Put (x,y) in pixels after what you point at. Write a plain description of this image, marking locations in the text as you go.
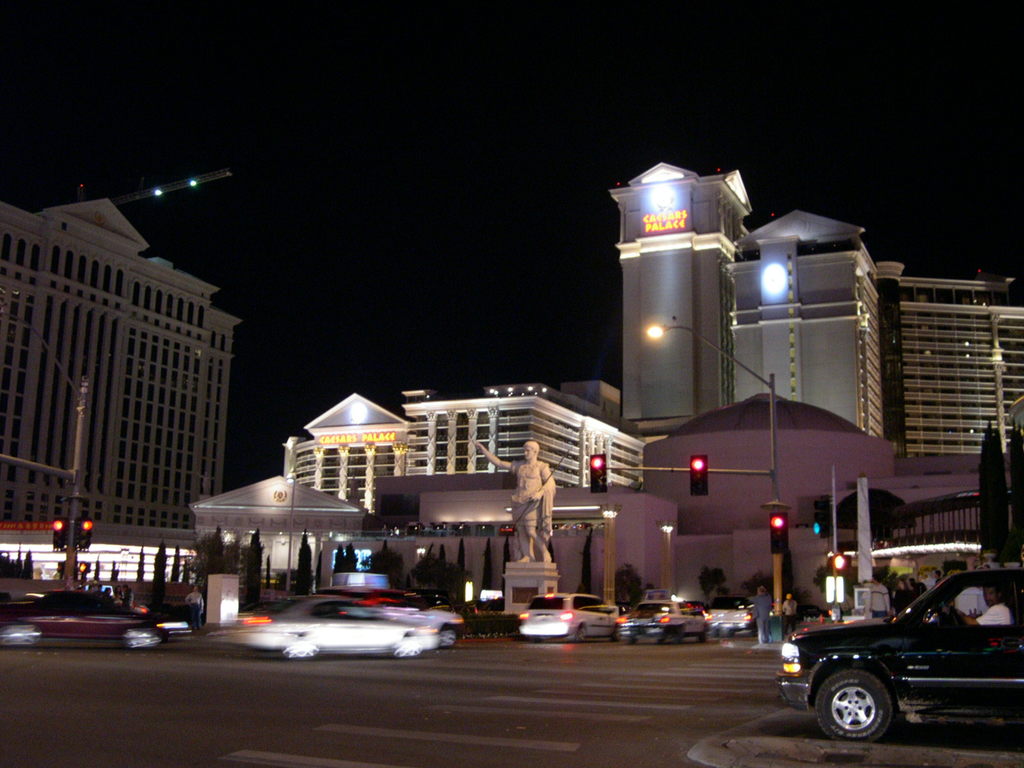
This image consists of buildings (135,506). In the front (526,466), we can see a statue (523,478). On the right (897,649), there is a car (954,662) in black color. At the bottom (629,704), there is a road (537,689). In the front (689,707), there are many cars (51,630) on the road (755,685). At the top (495,126), there is sky (586,86) in black color.
